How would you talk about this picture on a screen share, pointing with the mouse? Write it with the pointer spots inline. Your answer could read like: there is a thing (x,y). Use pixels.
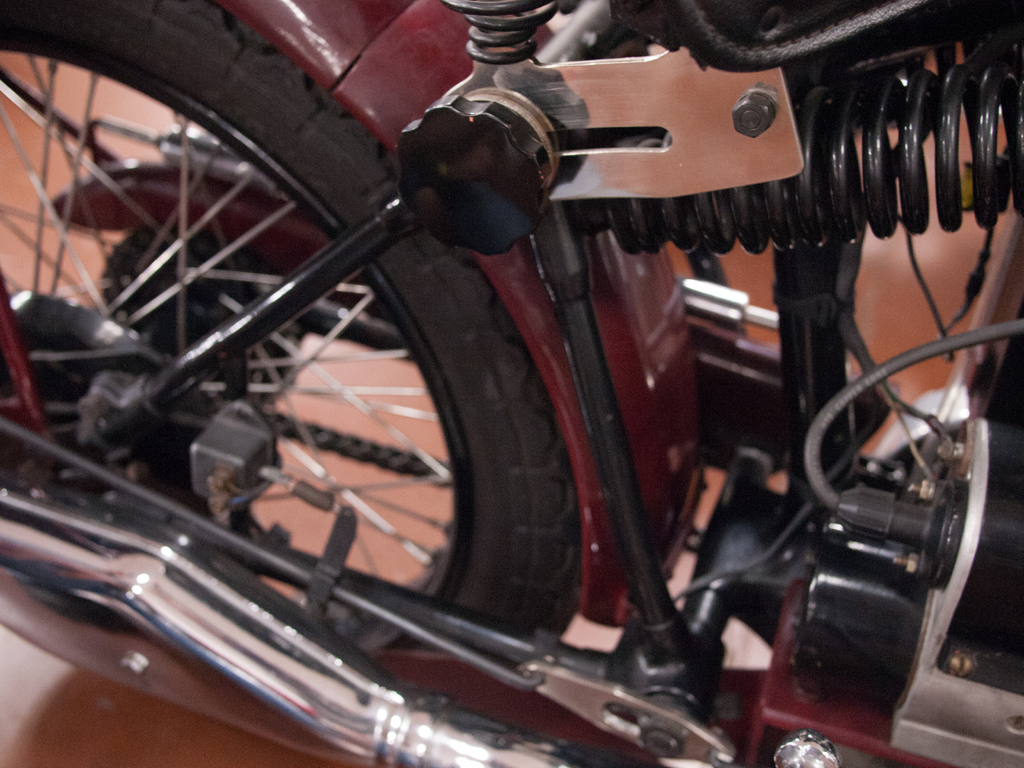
In the image we can see a bike (604,271) and this is a tire (206,96) of the bike (199,116). This is a floor (51,709).
